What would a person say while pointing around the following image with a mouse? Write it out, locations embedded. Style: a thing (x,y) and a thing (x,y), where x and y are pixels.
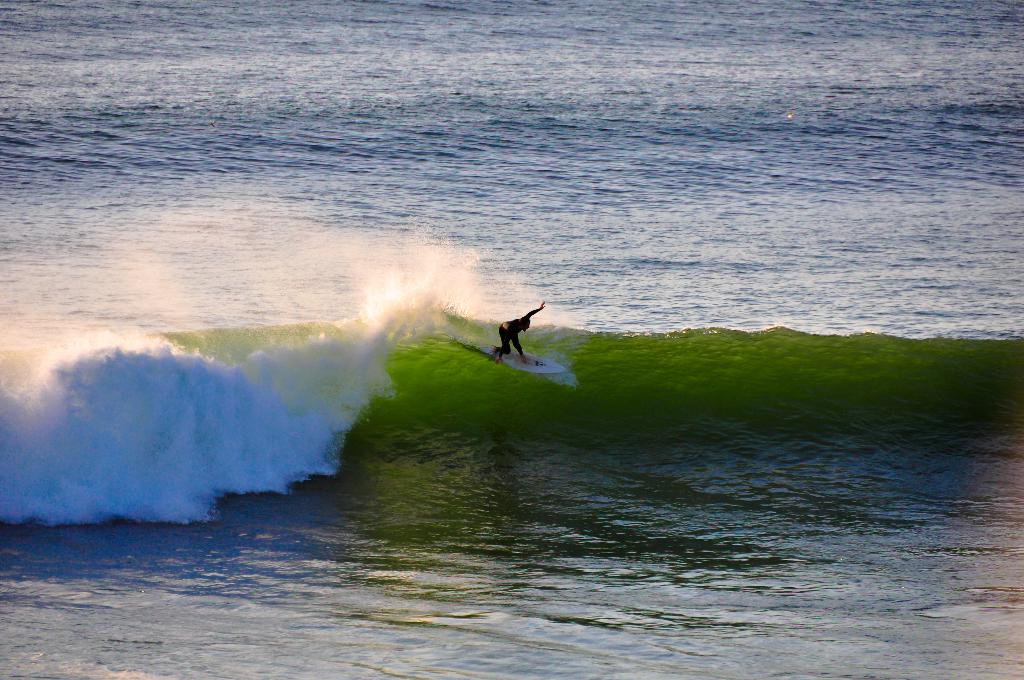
In this picture we can see a person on a surfboard (509,358) and in the background (575,256) we can see water (440,218).
